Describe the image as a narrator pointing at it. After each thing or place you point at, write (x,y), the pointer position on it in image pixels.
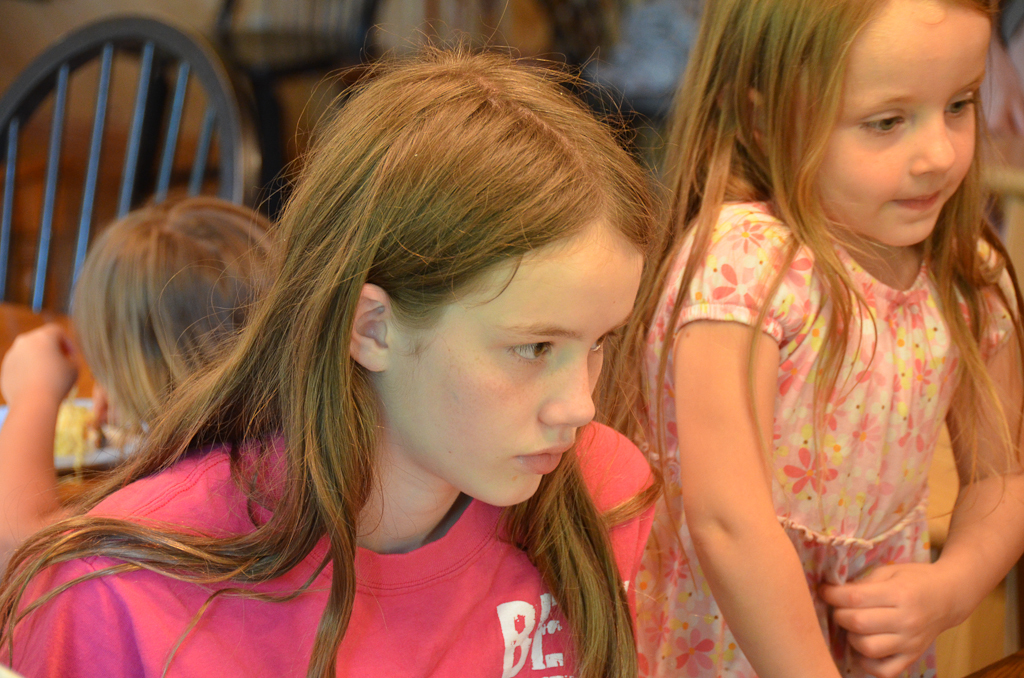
In this image we can see a girl (474,397) and kids (718,640). In the background (143,187) the image is blur but we can see chairs (188,65) and objects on a table (85,362) on the left side (127,39).
